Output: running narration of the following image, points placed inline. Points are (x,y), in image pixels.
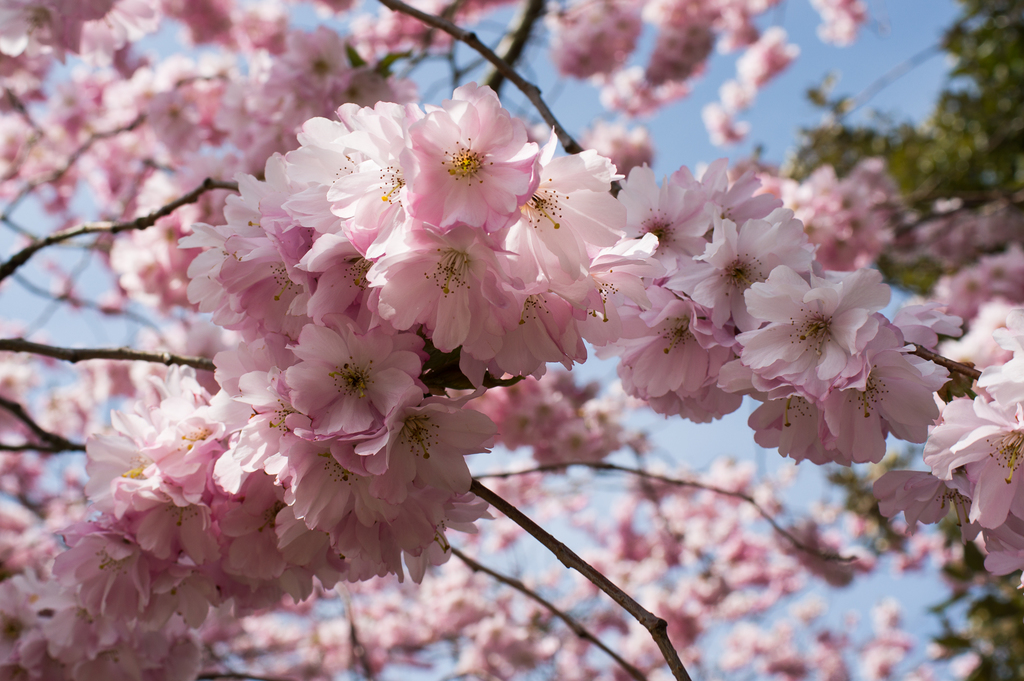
This image is taken outdoors. In the background (76,261) there is a sky (641,62). In this image there is a tree (891,472) with many flowers (132,189). Those flowers (521,179) are pink in color.
